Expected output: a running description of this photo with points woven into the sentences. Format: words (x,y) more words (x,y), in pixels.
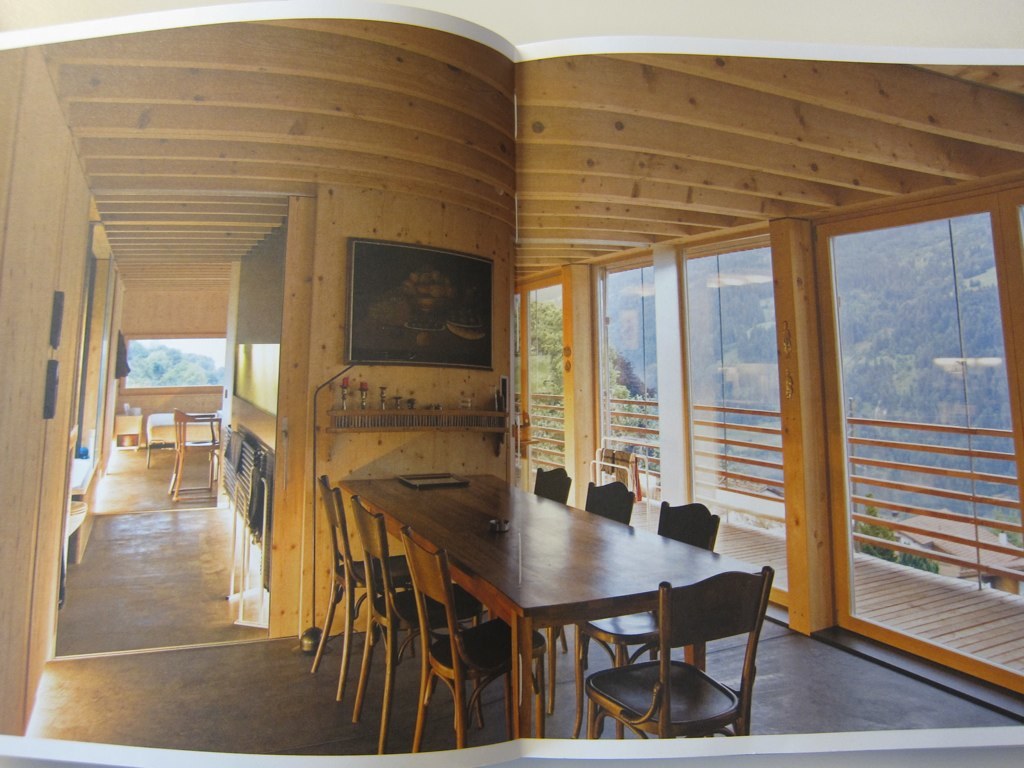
In this image there is a table (530,543), there are objects (424,484) on the table (497,501), there are chairs (344,516), there is a wall (472,459), there is a photo frame (432,309) on the wall (432,374), there are glass walls (741,399) towards the right of the image (758,404), there are trees (846,358) towards the right of the image (728,353), there are objects (56,304) on the wall (75,357), there is the roof (433,153), there is an object (318,642) on the floor (284,649).
